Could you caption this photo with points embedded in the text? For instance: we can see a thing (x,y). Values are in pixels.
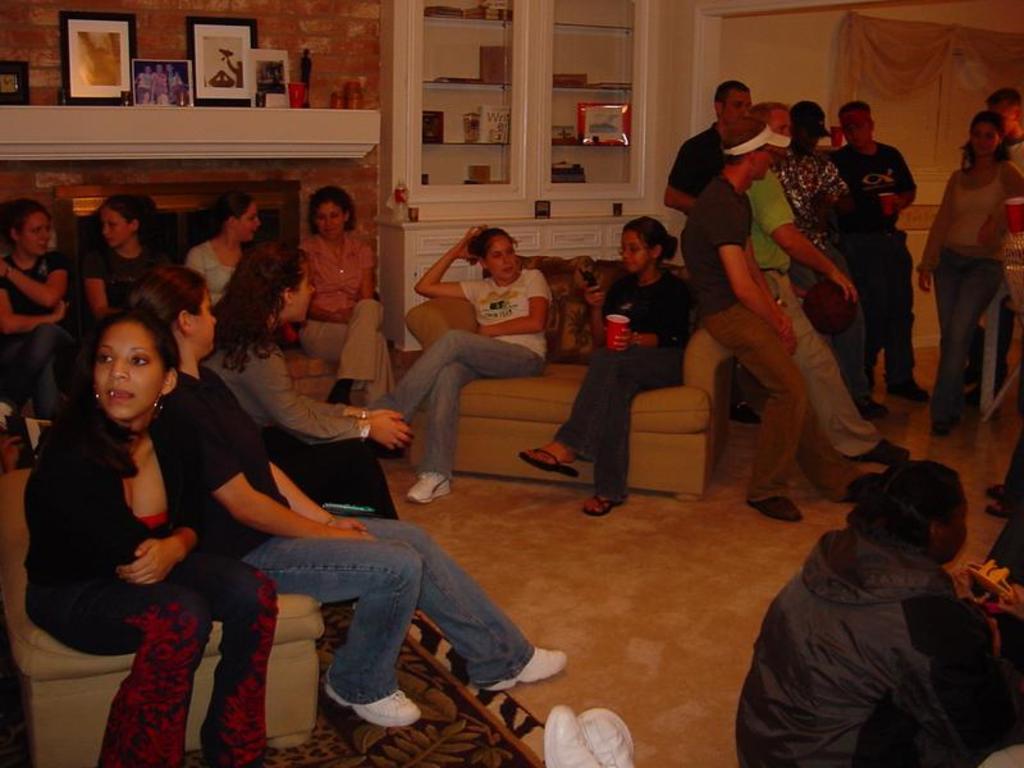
In this picture we can see some people (737,285) are sitting and some people (757,351) are standing. Behind the people (471,293) there are photo frames (104,77), wall (173,172) and some objects (435,120) in the cupboards (522,150).
